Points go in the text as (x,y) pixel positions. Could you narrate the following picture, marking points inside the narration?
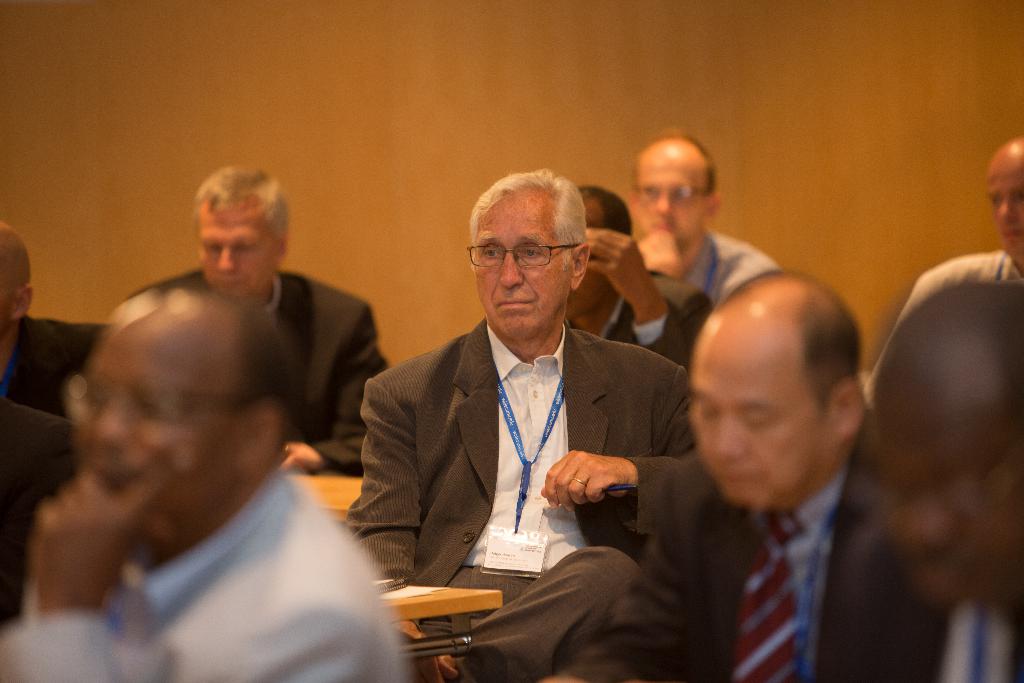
In this image I can see a person (526,415) wearing white shirt (536,407), brown blazer (428,403) and brown pant (552,619) is sitting on a bench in front of a table (470,607) and on the table (425,599) I can see a paper (416,587). I can see few other persons (243,433) sitting and in the background (365,239) I can see the orange colored surface (439,228).
